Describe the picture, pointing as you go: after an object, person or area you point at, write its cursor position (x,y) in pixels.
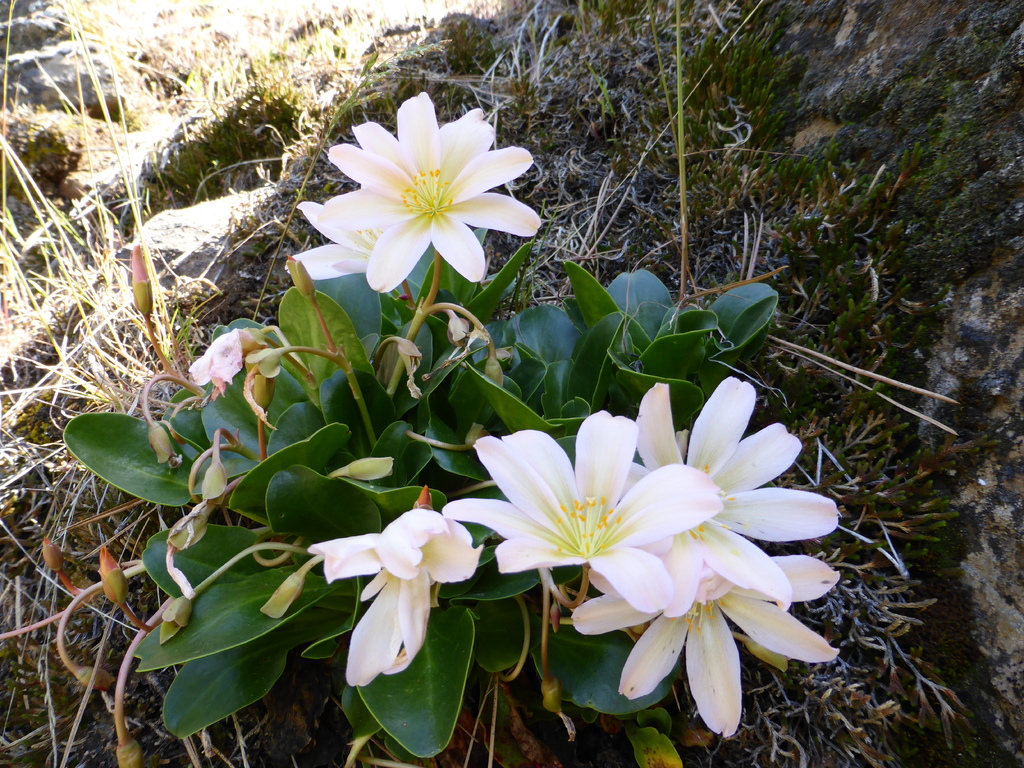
In this image there is a plant (461,453) having few flowers (458,503), buds (453,336) and leaves (385,485). Background (57,137) there is land (125,286) having grass (123,262) and few rocks (186,235) on it.
